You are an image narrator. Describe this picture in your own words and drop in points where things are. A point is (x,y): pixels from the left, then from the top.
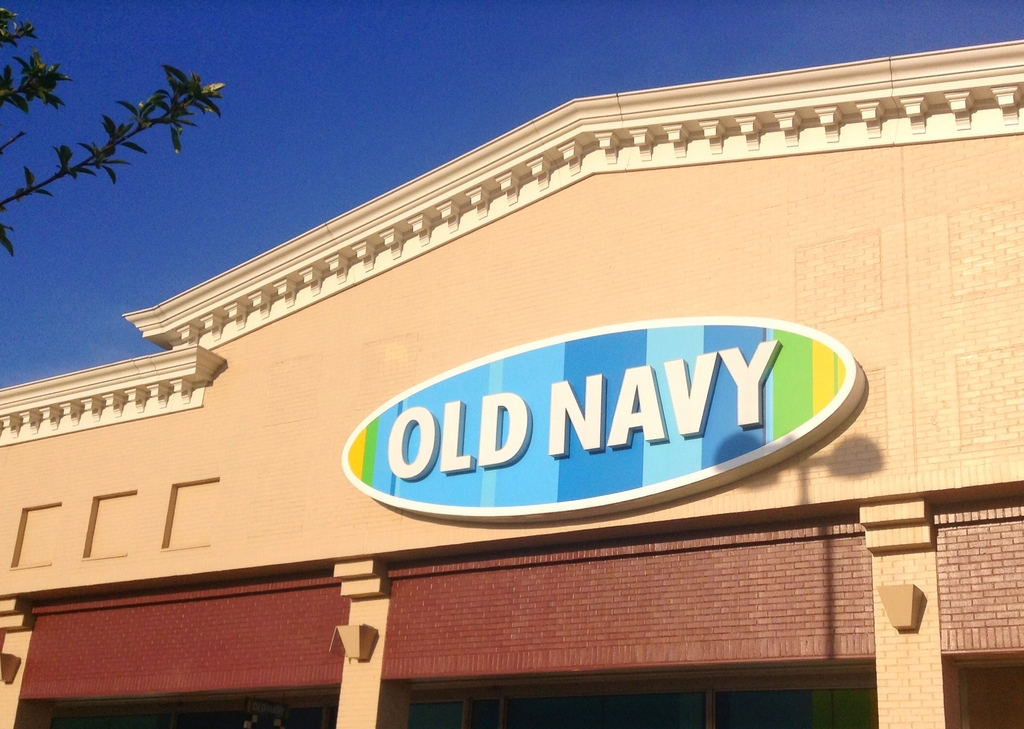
In this image there is a building (322,650) on that building (922,544) there is some text (642,412), in the top left (31,98) there is a tree (23,194), in the background (246,202) there is a blue sky (467,43).
